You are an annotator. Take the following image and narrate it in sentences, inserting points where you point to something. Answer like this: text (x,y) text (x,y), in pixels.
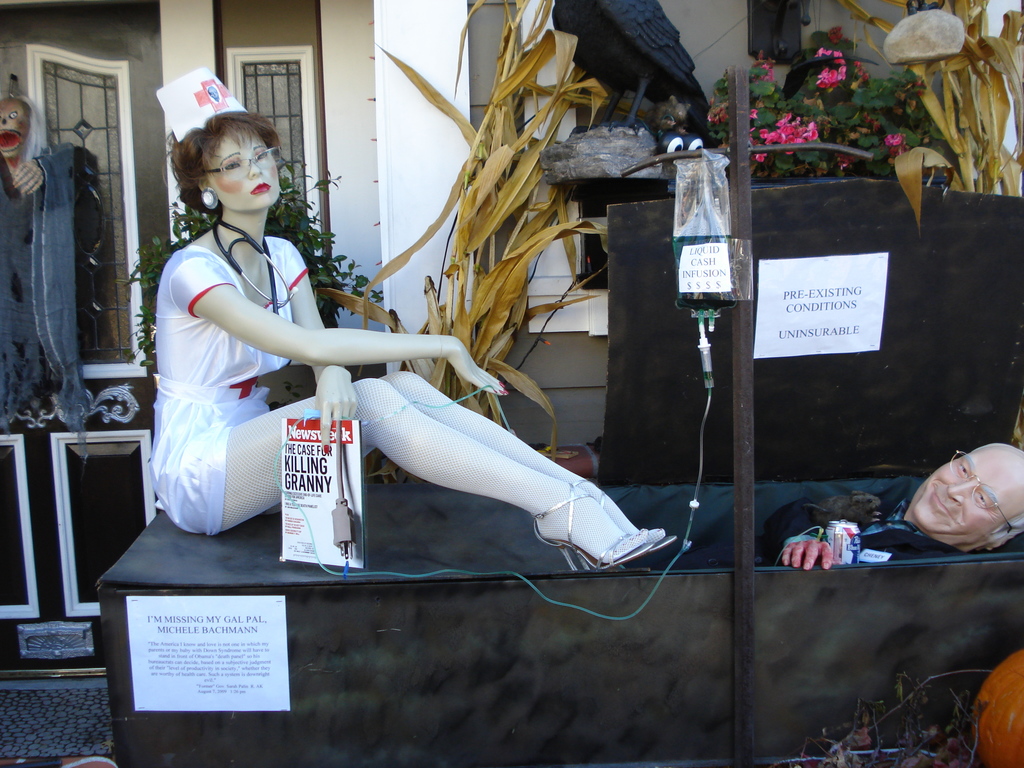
In this image I can see two mannequins (306,288), in front (189,442) I can see a white color dress (199,418). Background (826,135) I can see a board (674,359) in black color, few flowers (767,79) in pink color, plants (299,212) in green color and the wall (424,139) is in white color.
